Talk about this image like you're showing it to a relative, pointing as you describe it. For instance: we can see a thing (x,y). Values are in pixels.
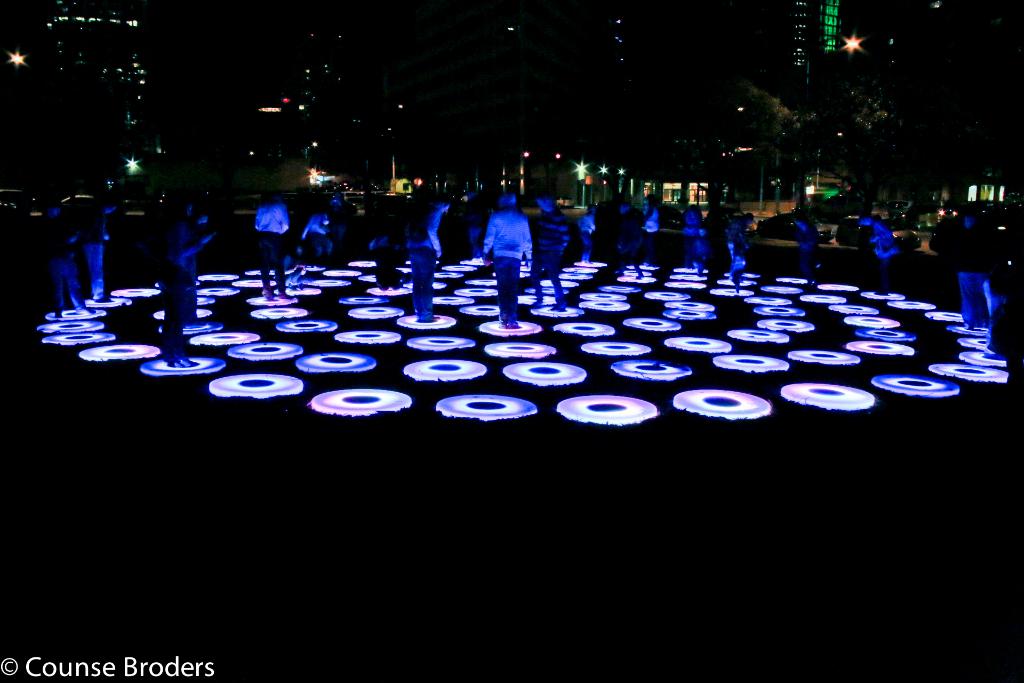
In the picture we can see a floor (569,425) with a round light pads (466,413) on it, we can see some people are standing on some of them and behind it we can see some houses (824,189), buildings (385,74), trees (816,161) and lights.
